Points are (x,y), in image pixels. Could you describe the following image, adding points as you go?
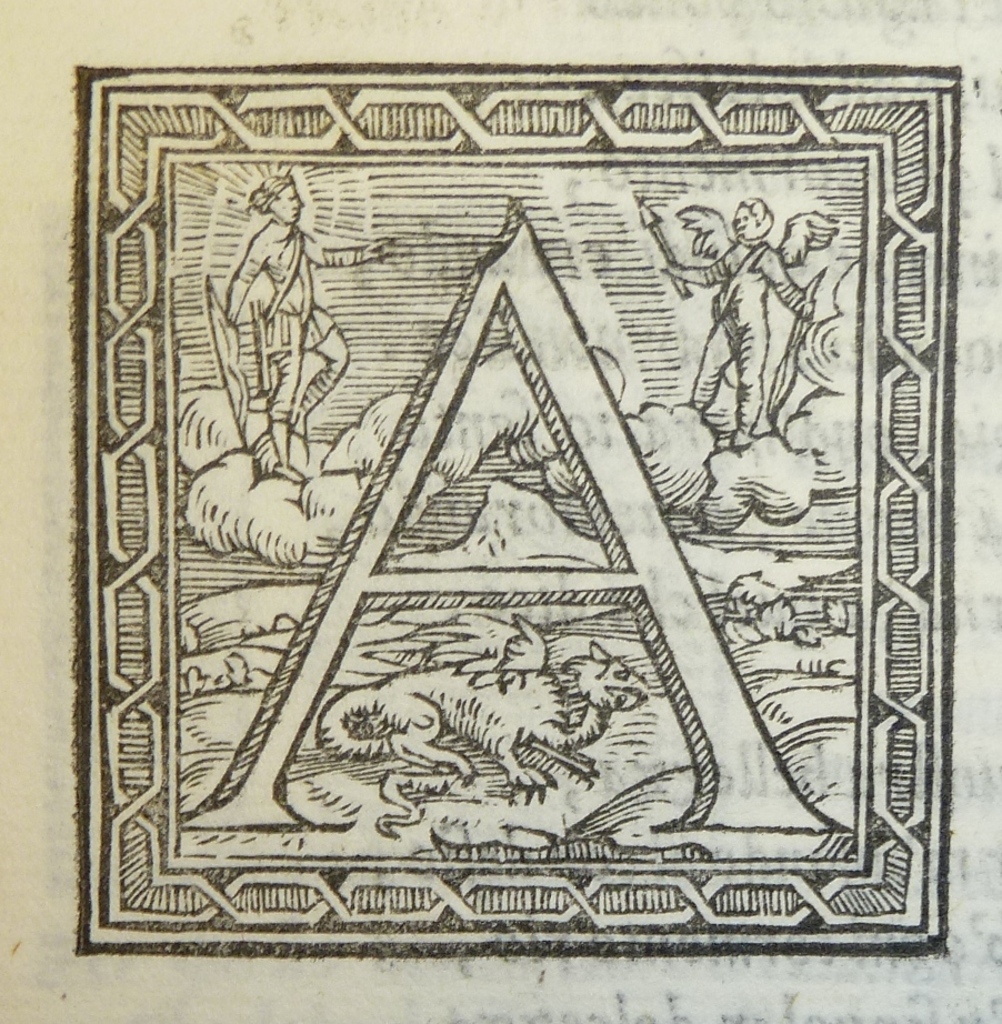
This is a picture of a sketch (130,143) and its not clear. In this picture we can see the people (265,242), an animal (516,742).
